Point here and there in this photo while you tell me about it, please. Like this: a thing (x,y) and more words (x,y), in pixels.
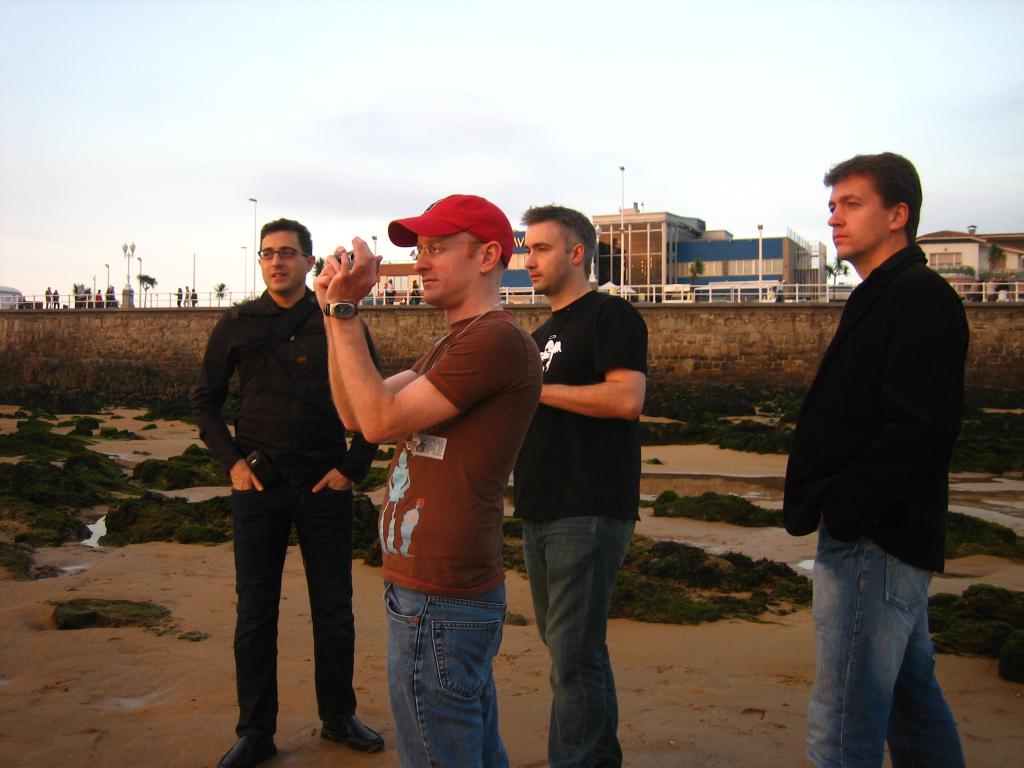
In this picture we can see a person (407,234) wearing a cap (452,207), spectacle (470,246) and a ring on his ear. He is holding an object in his hand (346,277). There are three men (293,307) visible at the back of this person (454,252). We can see some grass (208,533) on the ground (379,609). There are a few poles (93,280), trees (138,278) and buildings (1021,265) in the background (1003,262). We can see the sky (364,54) on top of the picture (367,133).
